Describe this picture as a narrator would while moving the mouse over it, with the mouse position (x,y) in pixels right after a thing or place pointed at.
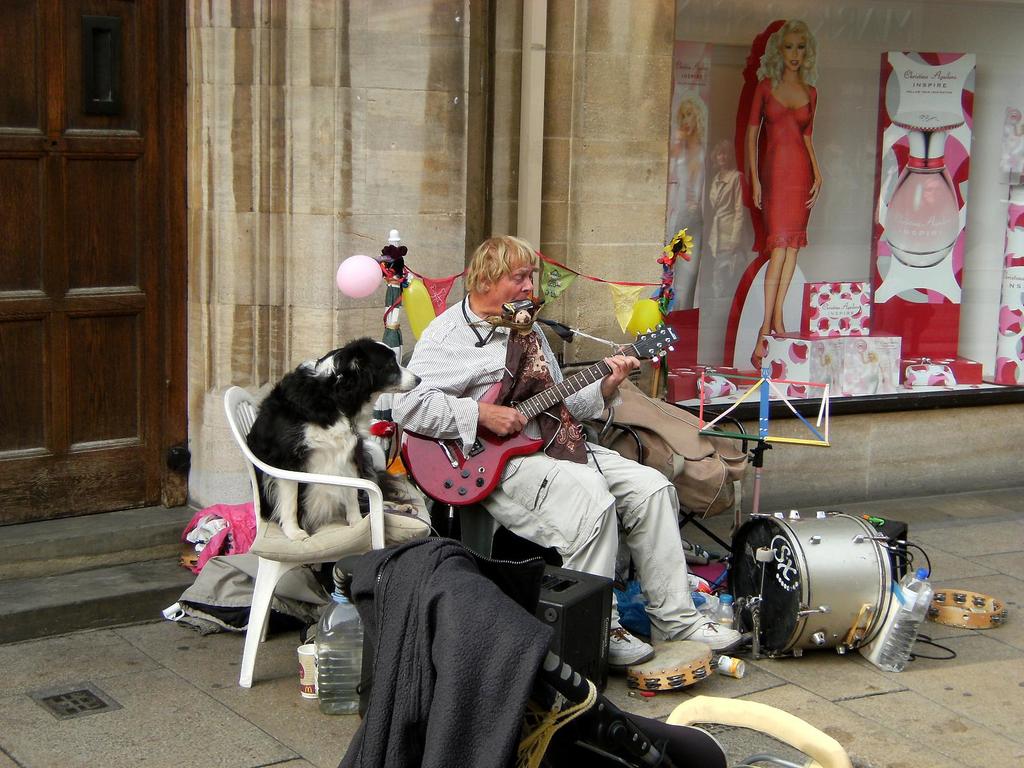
In this image there is a person (417,401) sitting on a chair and playing guitar (547,393) and there is a dog (306,462) sitting on the chair (312,474) beside this person (471,382). At the back (372,166) there is a building (511,146), at the left (90,107) there is a door (64,275), at the right (792,67) there is a picture (785,190) of a women (771,236), at the bottom (765,539) there is a drum (836,629), bottle (878,663), wire (925,658) and some clothes (196,596).
